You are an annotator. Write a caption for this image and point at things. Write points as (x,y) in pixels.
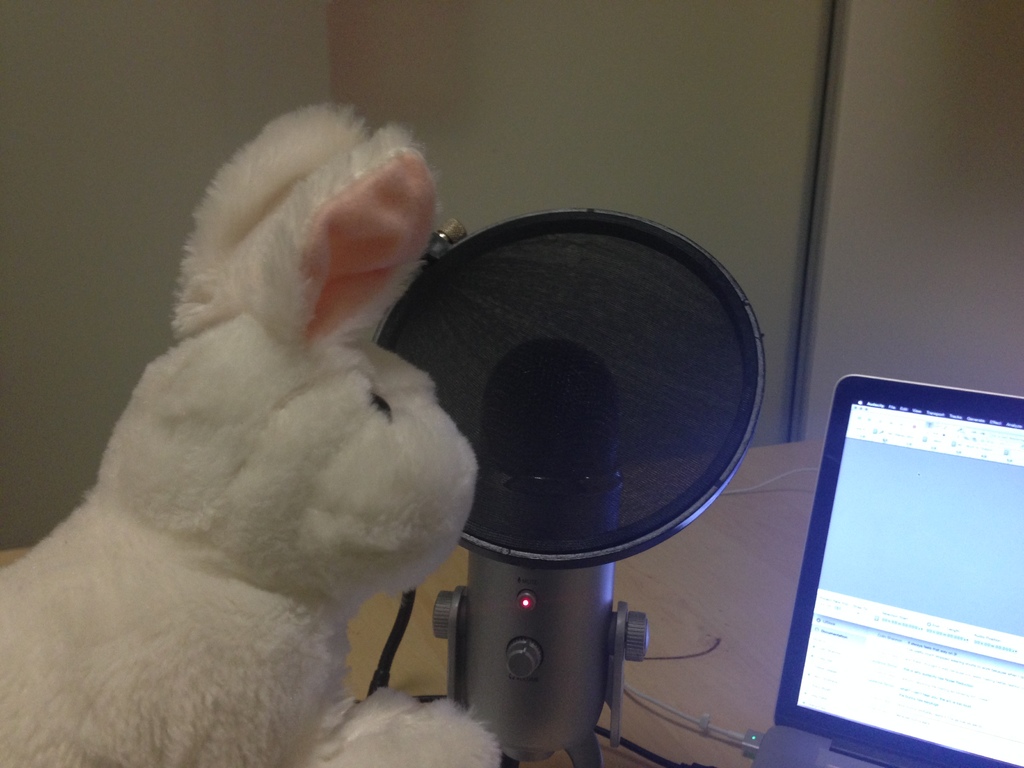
In this picture we can see doll (449,713), laptop (862,744), cables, microphone (575,703) and object (730,469) on the table (765,455). In the background of the image (893,173) we can see wall (871,106).
